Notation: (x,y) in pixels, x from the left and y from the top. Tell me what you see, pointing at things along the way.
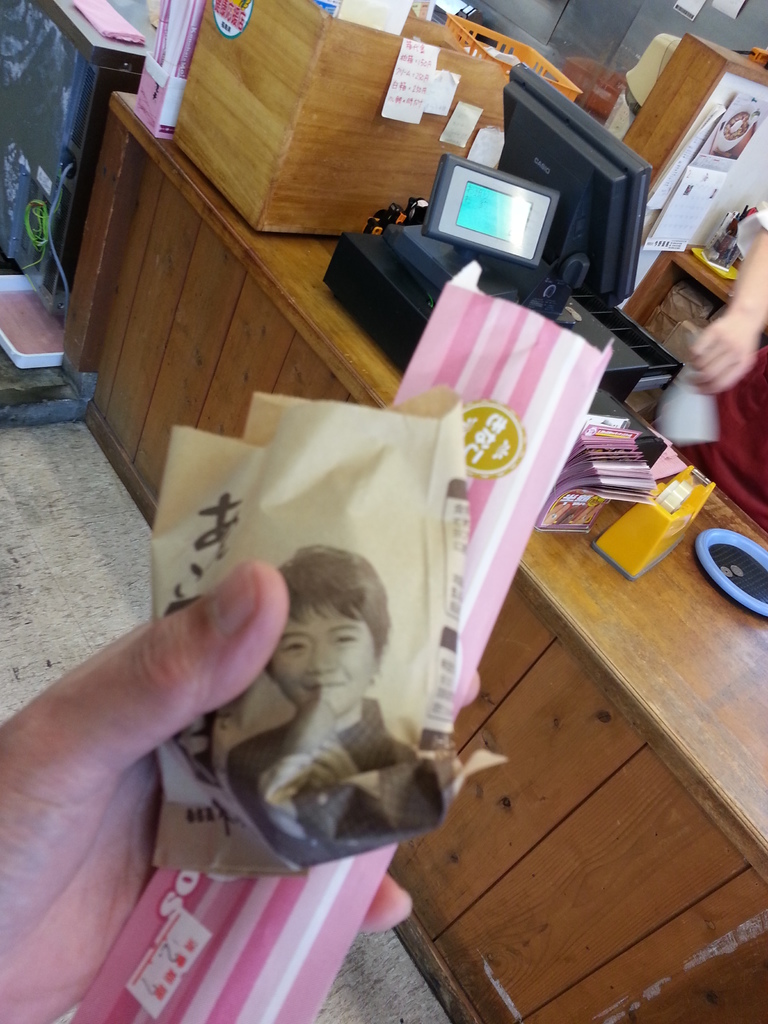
There is a wooden table (78,285) and a computer (503,272), some papers (612,445), a plaster (662,515) and other things (419,281) are kept on the table (567,544), there is a person (95,795) standing in front of the table (658,641) and he is holding two items (412,562) with his hand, behind the table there is a person (718,395) and beside the person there is a basket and some other things (704,121).
